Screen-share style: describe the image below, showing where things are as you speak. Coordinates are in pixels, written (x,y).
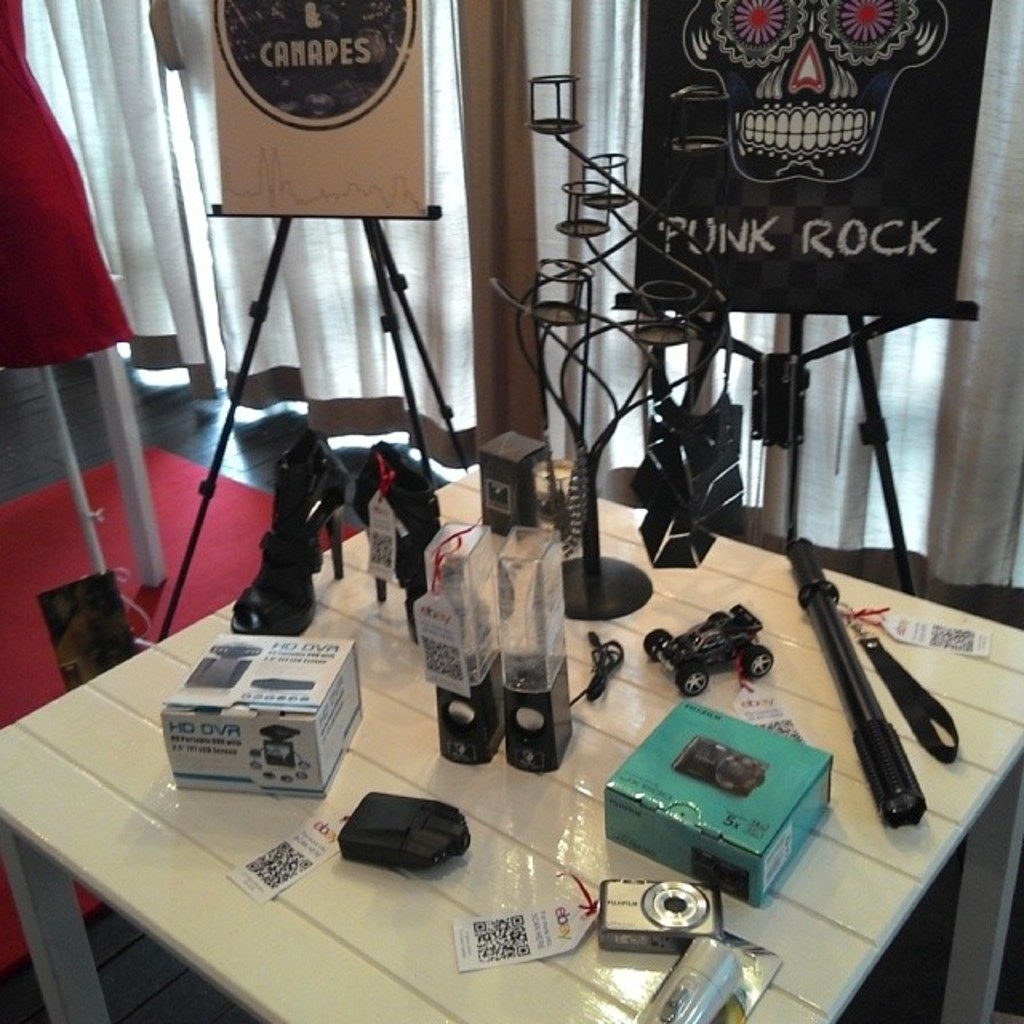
At the bottom of the image (224,914) there is a table (445,1017) with footwear (291,614), camera (644,899), box (534,503) and many other things (604,683) with tags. Behind the table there are stands (377,241) with posters (233,110). On the posters (365,92) there are images (906,70) and text (316,18) on it. In the background (65,116) there are curtains (65,116). On the left side of the image (50,169) there is a stand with cloth (36,148).
